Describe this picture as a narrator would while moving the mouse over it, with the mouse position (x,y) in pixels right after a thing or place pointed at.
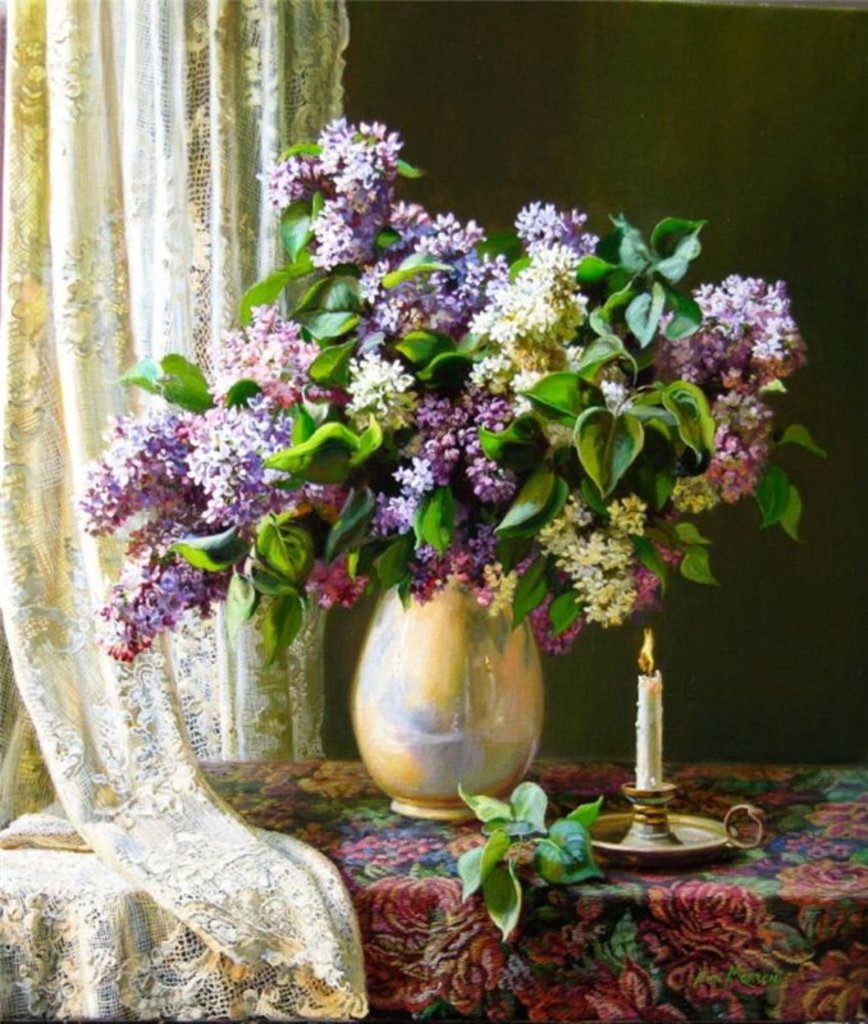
In this picture we can see a table (780,891) which is covered with colorful cloth (710,927) on it and flower pot (451,636) different types of flowers (421,456) are being placed and back we can see a cream color cloth (114,225).
